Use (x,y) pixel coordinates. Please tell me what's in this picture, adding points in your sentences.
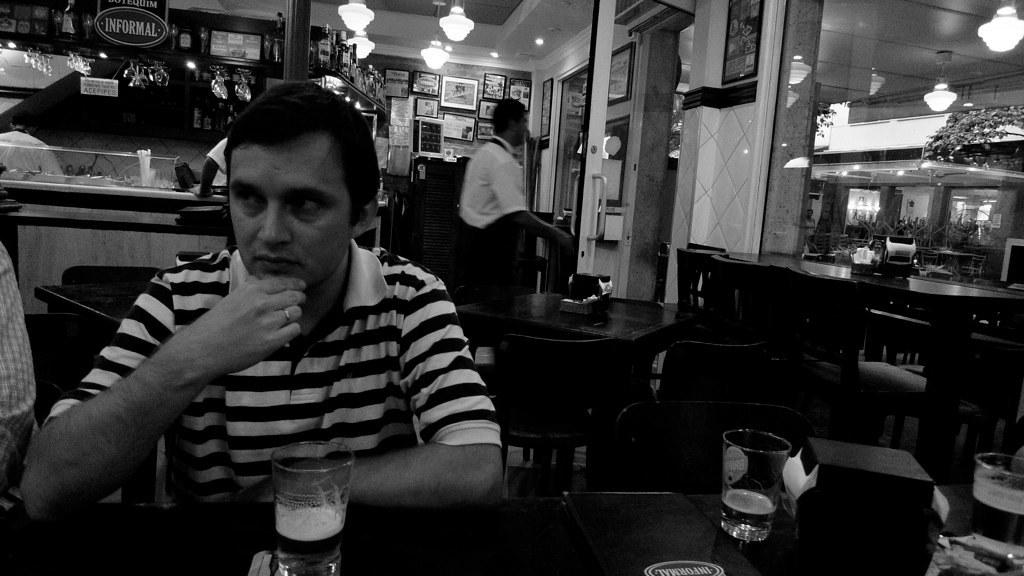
In this picture there is a person (321,365) sitting in chair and there is a table (477,517) in front of him which has a glass of drink (306,529) and few other objects (662,524) on it and there is another person (5,371) beside him and there are two persons (494,175) and some other objects (549,162) in the background (519,199).
